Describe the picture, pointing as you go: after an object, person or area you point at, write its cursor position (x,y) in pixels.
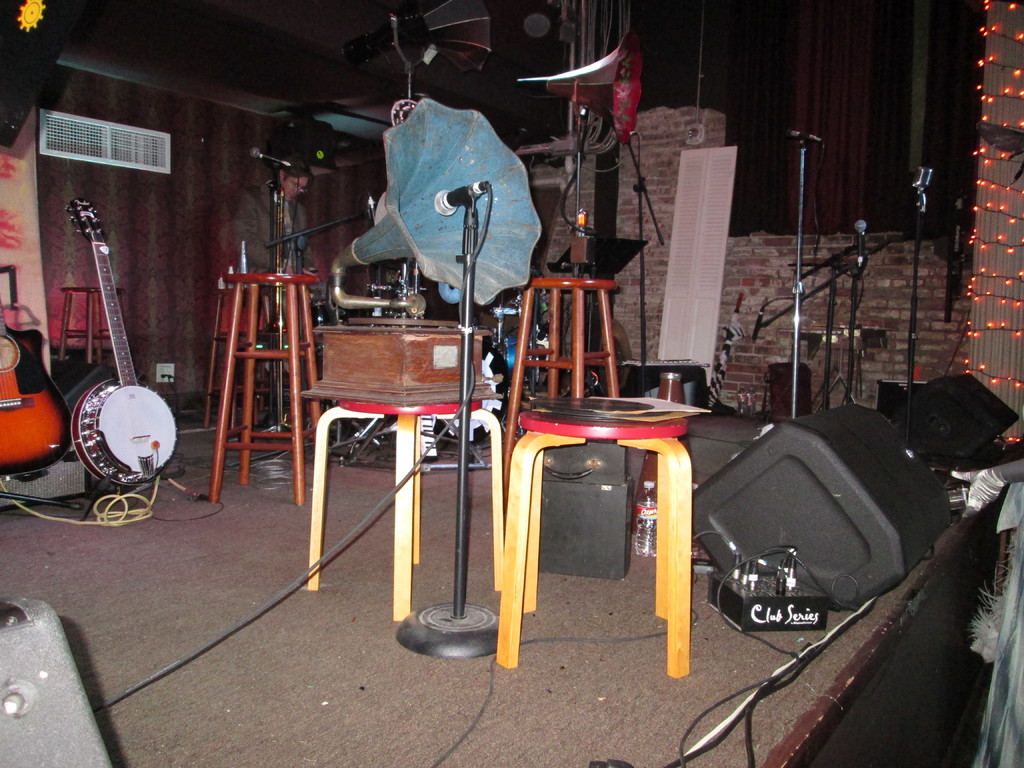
In the image there are different music instruments (59,446), speakers (757,550), stools (544,437) and in the background (305,225) there is a person (305,208) standing in front of a wall (177,184).
